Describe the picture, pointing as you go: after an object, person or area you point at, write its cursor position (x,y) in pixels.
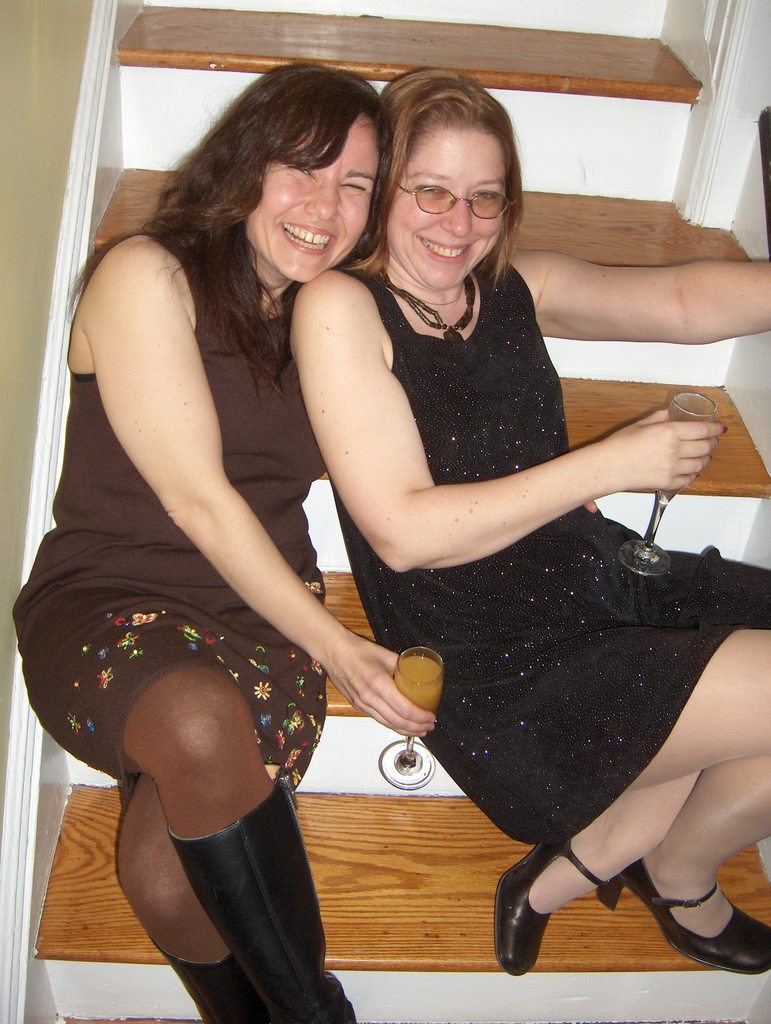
In this picture we can see two women (311,352) sitting on stairs (733,436) and holding glasses (433,704) of some drink (410,660).
